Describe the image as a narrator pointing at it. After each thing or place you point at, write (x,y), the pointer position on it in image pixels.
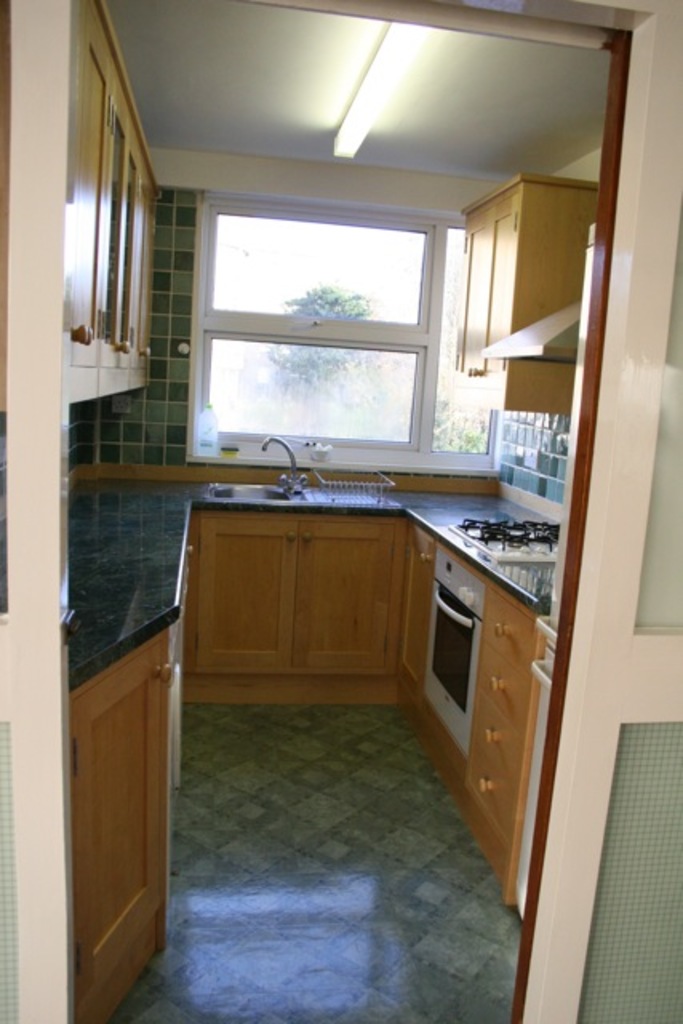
In this image I can see a kitchen cabinet (292,630), stove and a wash basin (252,498). On the top (319,265) I can see shelves (527,373), window (323,311), trees (331,311) and a rooftop (269,23) on which a light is mounted. This image is taken in a kitchen room (389,682).
